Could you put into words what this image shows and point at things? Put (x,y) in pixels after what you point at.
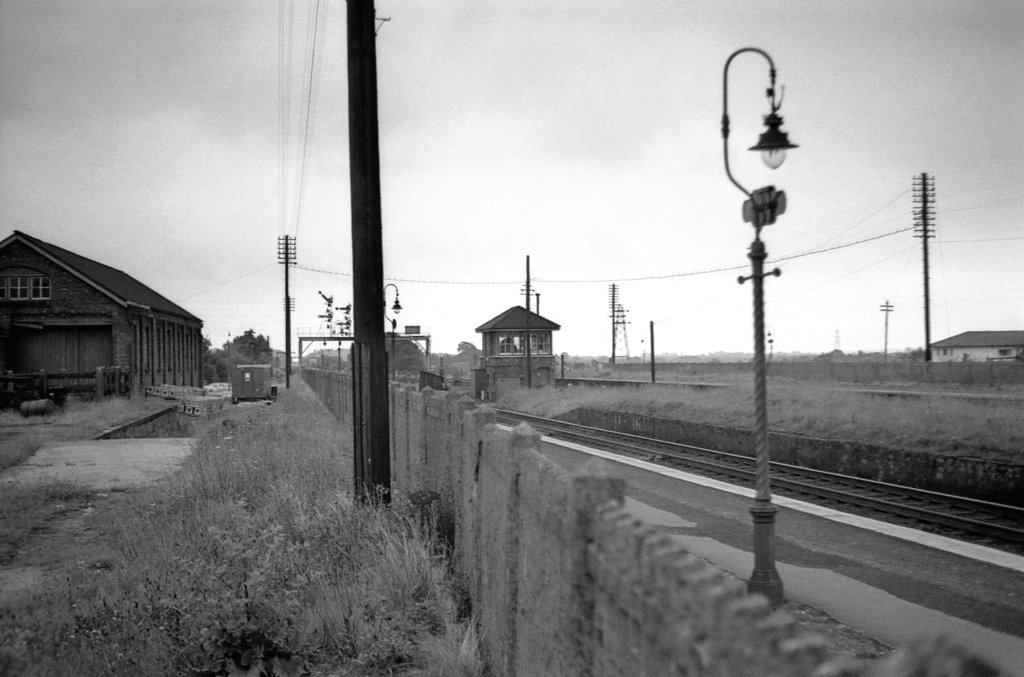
This is a black and white picture. I can see a railway track (982,504), there is a platform (705,480), there are poles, lights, cables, a cell tower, there is fence (701,669), plants (186,667), these are looking like sheds (999,346), this is looking like a vehicle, there are trees (834,358), and in the background (483,49) there is sky (287,58).
